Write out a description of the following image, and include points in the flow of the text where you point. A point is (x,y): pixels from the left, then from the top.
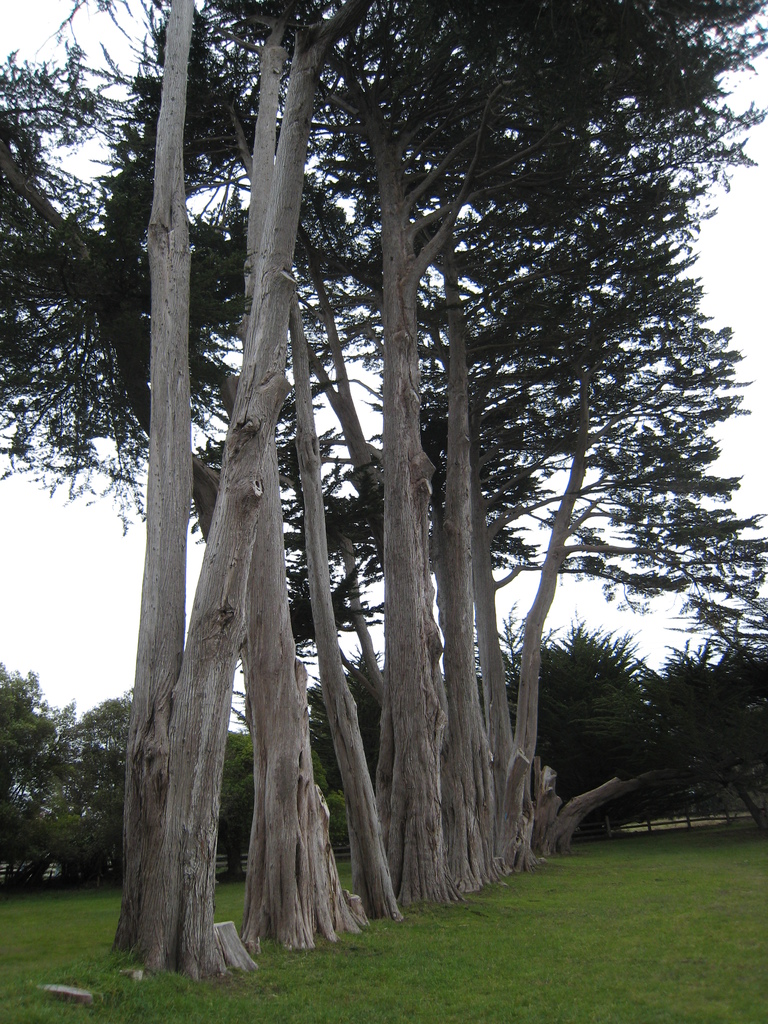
In this picture I can see there are few trees (398,615) and there is grass (598,899) on the floor (13,915) and there are few other trees (64,780) in the backdrop (76,716) and the sky (366,413) is clear.
